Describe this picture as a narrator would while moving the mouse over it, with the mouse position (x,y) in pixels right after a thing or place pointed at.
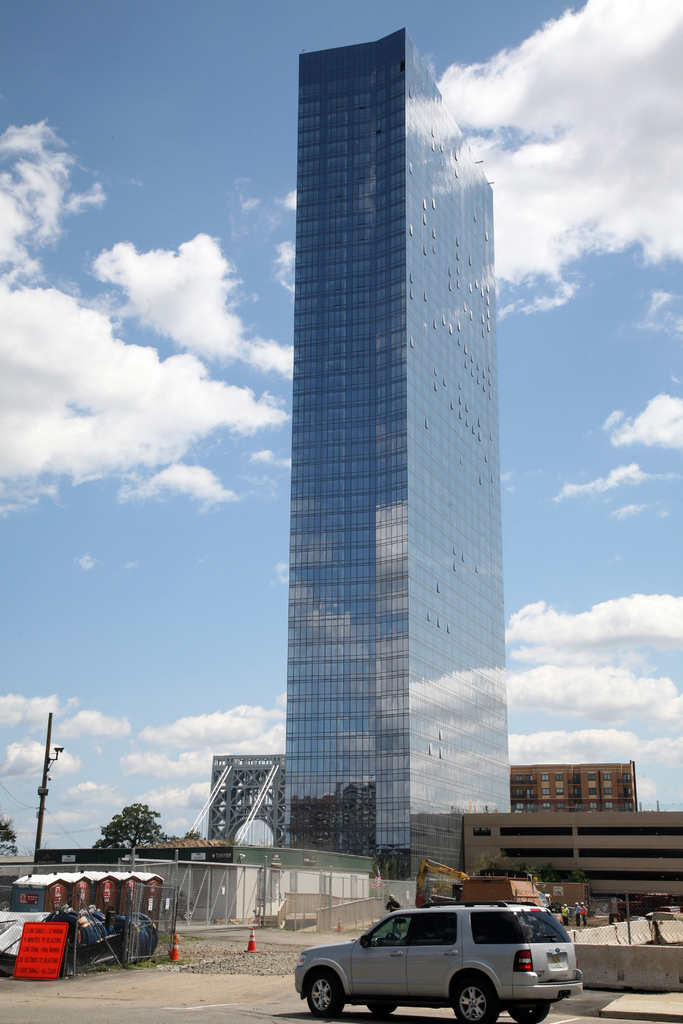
In the center of the image (361,532) there is a building (363,784). At the bottom (163,976) there are buildings (569,840), pole (49,732), car (388,952), road (171,978) and traffic cone (252,940). In the background (148,133) there is sky (146,98) and clouds (528,77).
